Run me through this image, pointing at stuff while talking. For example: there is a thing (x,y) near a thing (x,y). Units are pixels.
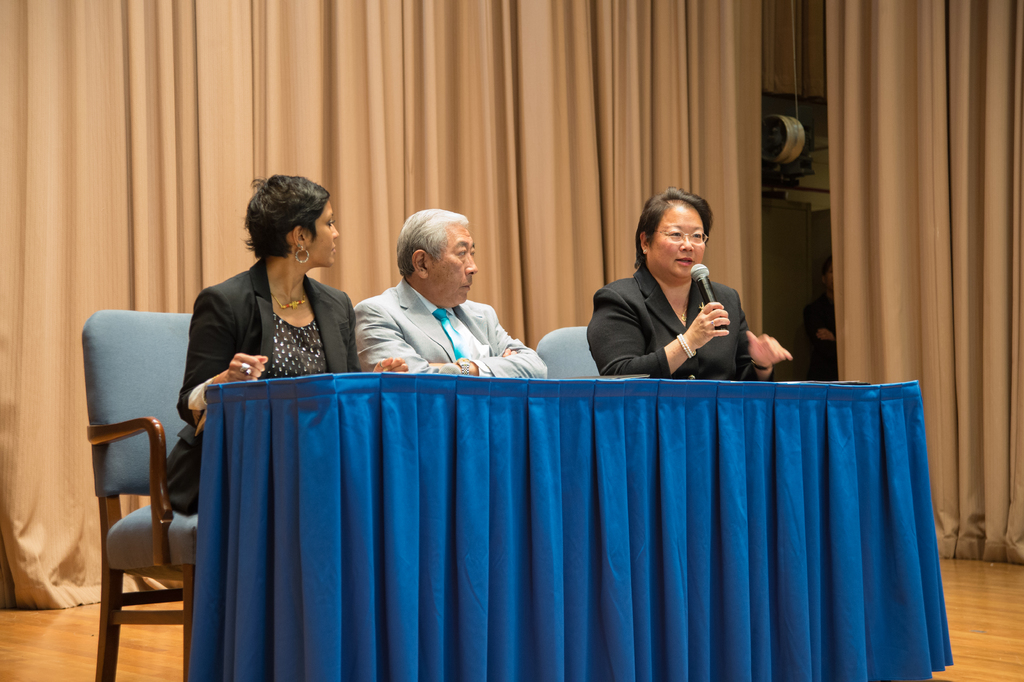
In this image, three peoples (518,356) are sat on the chair (167,347). in-front of them there is a blue color table (592,439). On right side (717,352), woman (726,339) is holding a microphone (700,281), she is talking. At the background (655,156), we can see curtains (557,156) and a person (818,315) is standing here.
